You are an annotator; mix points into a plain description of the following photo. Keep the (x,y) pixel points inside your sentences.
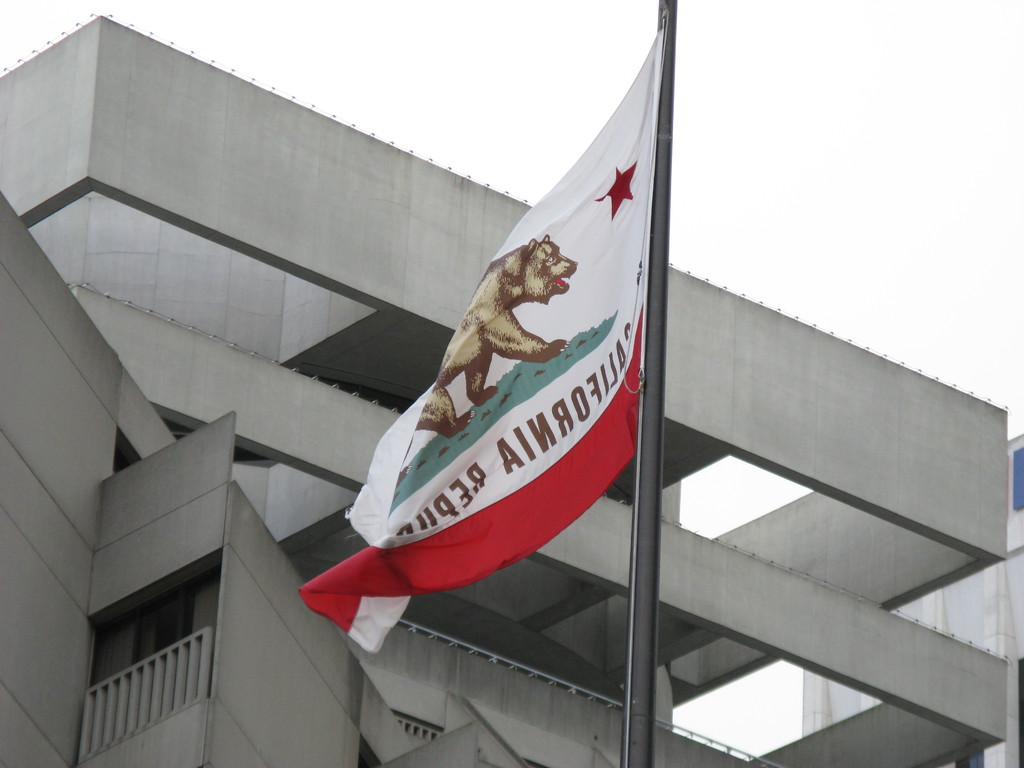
In this picture there is a flag (527,365) in the center of the image (550,488) and there are buildings (29,569) in the background area of the image (269,369).
